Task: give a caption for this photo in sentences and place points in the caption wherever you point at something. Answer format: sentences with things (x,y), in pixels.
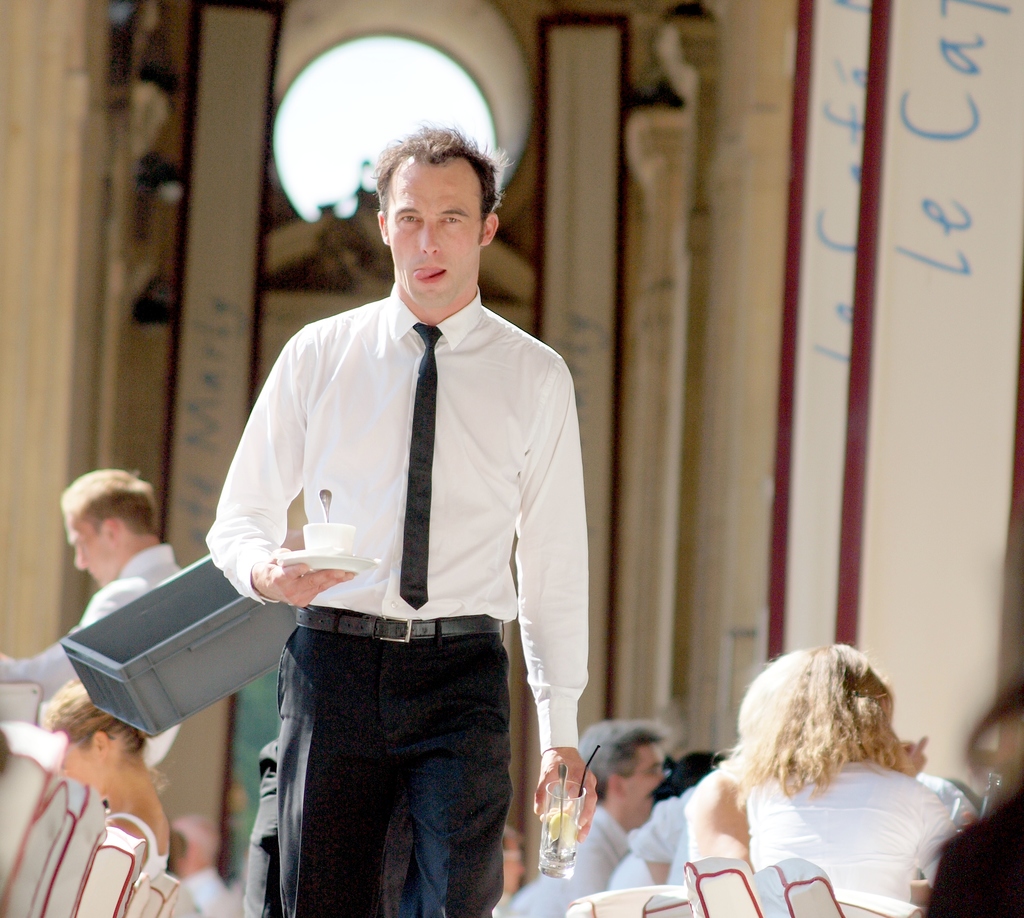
In this image we can see there is a person (430,607) walking and holding a cup (342,545), saucer (349,564) and a spoon (326,518) on the one hand (323,584), on the other hand (574,766) he is holding a glass (566,818) and spoons (560,842), behind him there is another person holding basket (201,635). On the right (873,801) and left side of the image (138,797) there are few people (819,830) sat on the chairs (728,894). In the background (205,132) there is a wall (92,192).
